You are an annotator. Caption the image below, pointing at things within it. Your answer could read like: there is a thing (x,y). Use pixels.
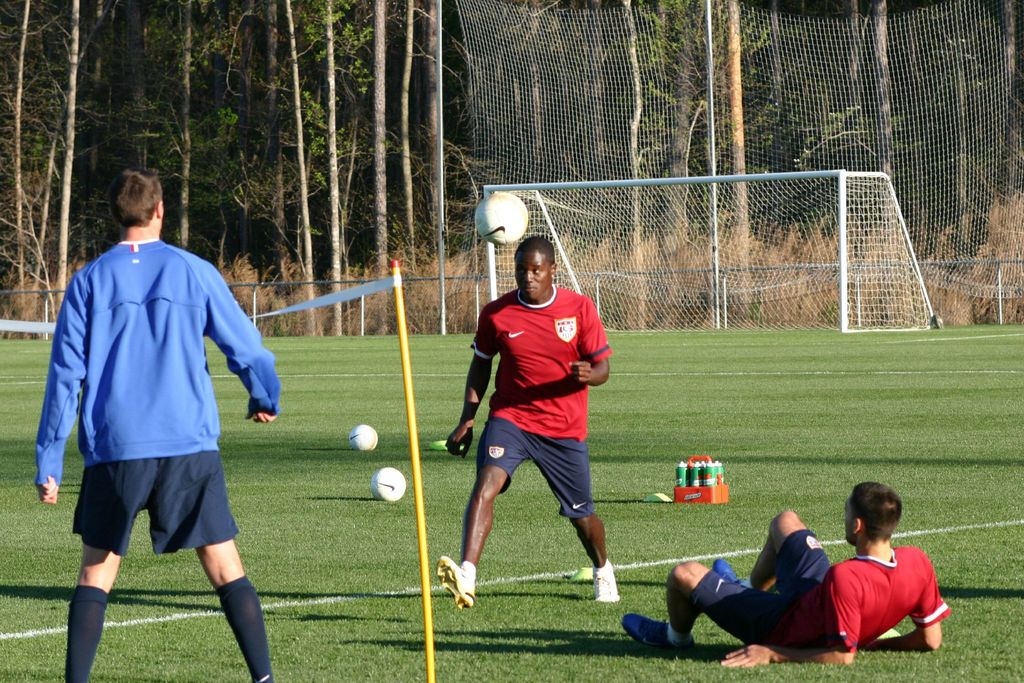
On the background (342,137) we can see trees (408,103) and a net (778,104). We can see persons (861,523) here playing with a ball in a play ground (773,477). Here we can see bottles (710,468) in a case (720,502).
